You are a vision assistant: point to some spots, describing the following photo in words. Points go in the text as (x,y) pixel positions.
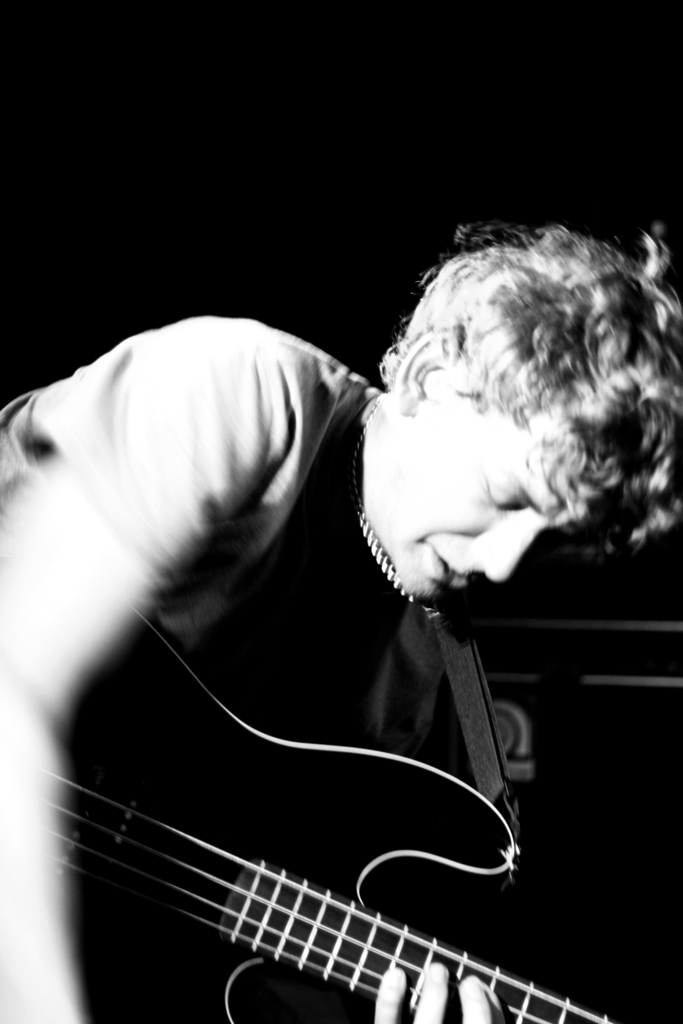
In this picture, There is a boy (227,667) holding a music instrument (246,811) which is in black color.
